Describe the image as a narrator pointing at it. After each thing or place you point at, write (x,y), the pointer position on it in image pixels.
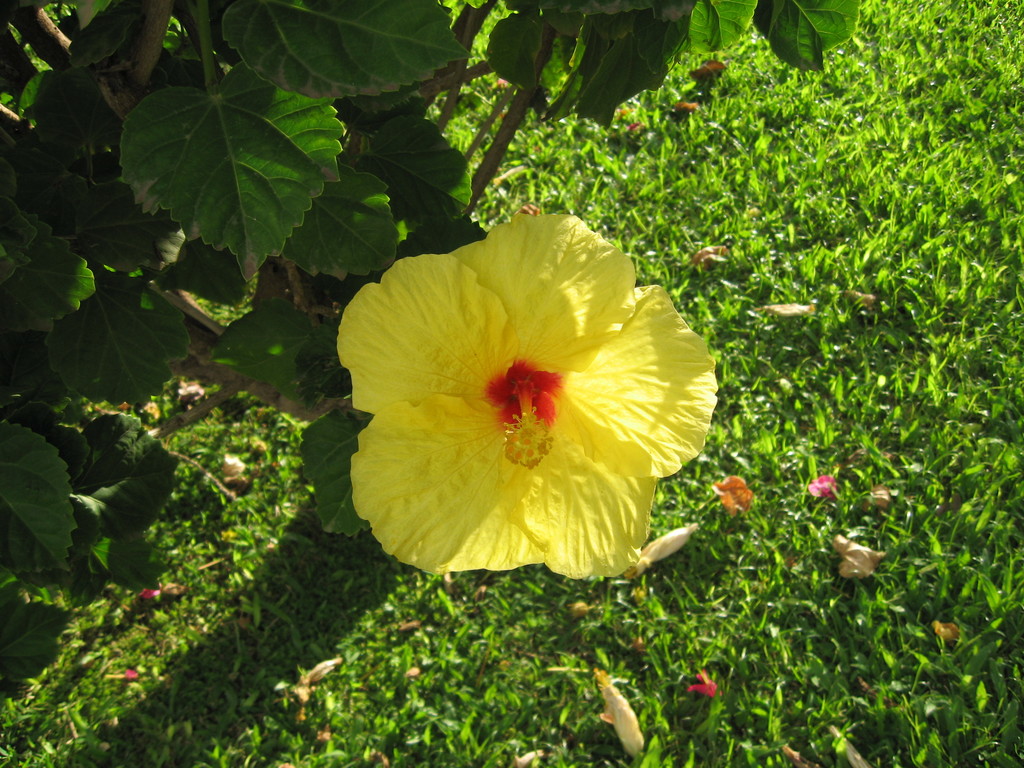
In this picture we can see yellow color flower (643,380). On the bottom (691,637) we can see grass (800,632). On the top left (0,149) there is a plant (97,209). Here we can see leaves (50,403).
